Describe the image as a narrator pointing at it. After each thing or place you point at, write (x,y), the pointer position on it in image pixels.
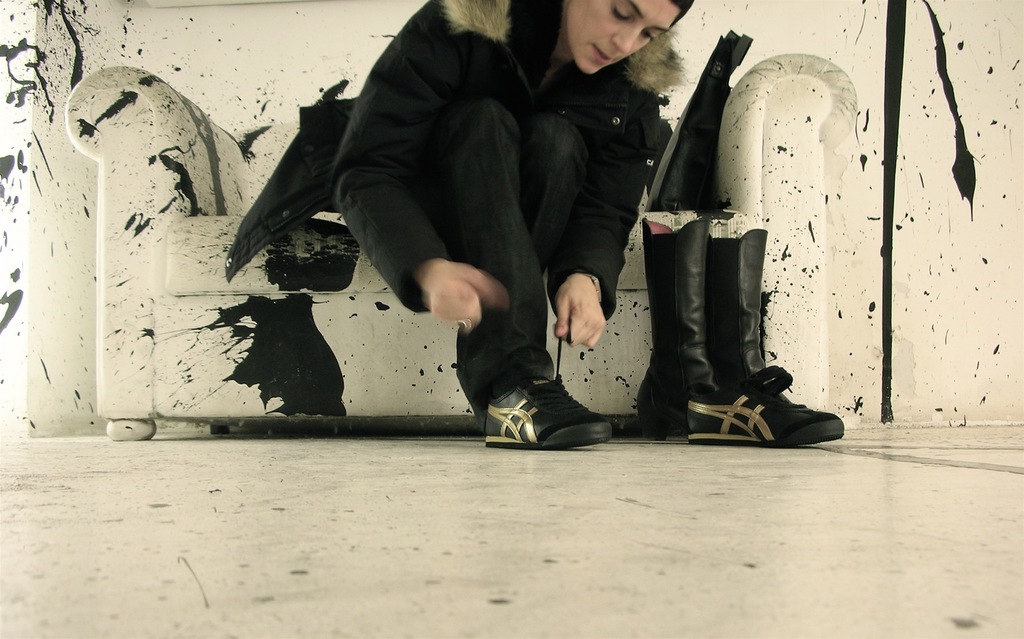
In this image a lady (475,91) is sitting on a sofa (390,316). She is tying shoelace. On the floor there is a pair of boots (696,279) and another shoe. There are random black marks (275,347) on the wall (50,35) and the chair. The wall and the chair (148,377) are white in color. The lady (397,104) is wearing black jacket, black pants (466,188).
